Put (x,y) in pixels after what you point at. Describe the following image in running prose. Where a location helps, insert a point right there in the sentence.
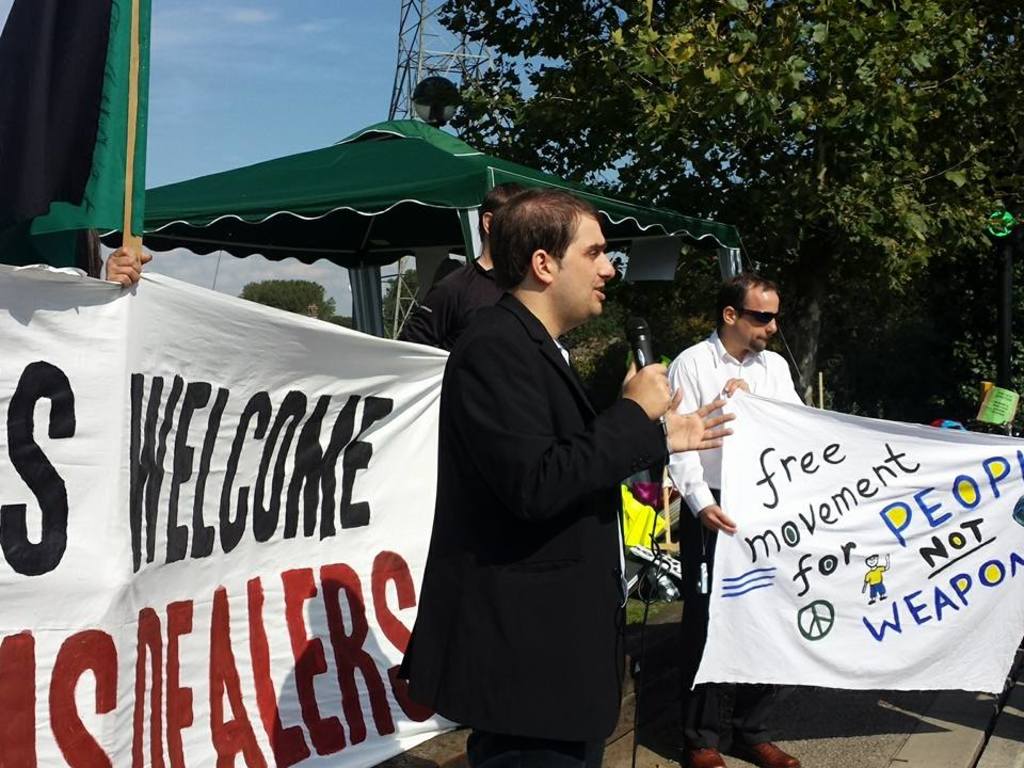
In the picture we can see a man (432,687) standing and talking in the microphone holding it, he is in a black color blazer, and beside him, we can see another man (719,703) standing and holding a banner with something written on it and behind them, we can see a green color roof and beside it we can see a part of the tree (748,23) and the sky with clouds (306,39).
